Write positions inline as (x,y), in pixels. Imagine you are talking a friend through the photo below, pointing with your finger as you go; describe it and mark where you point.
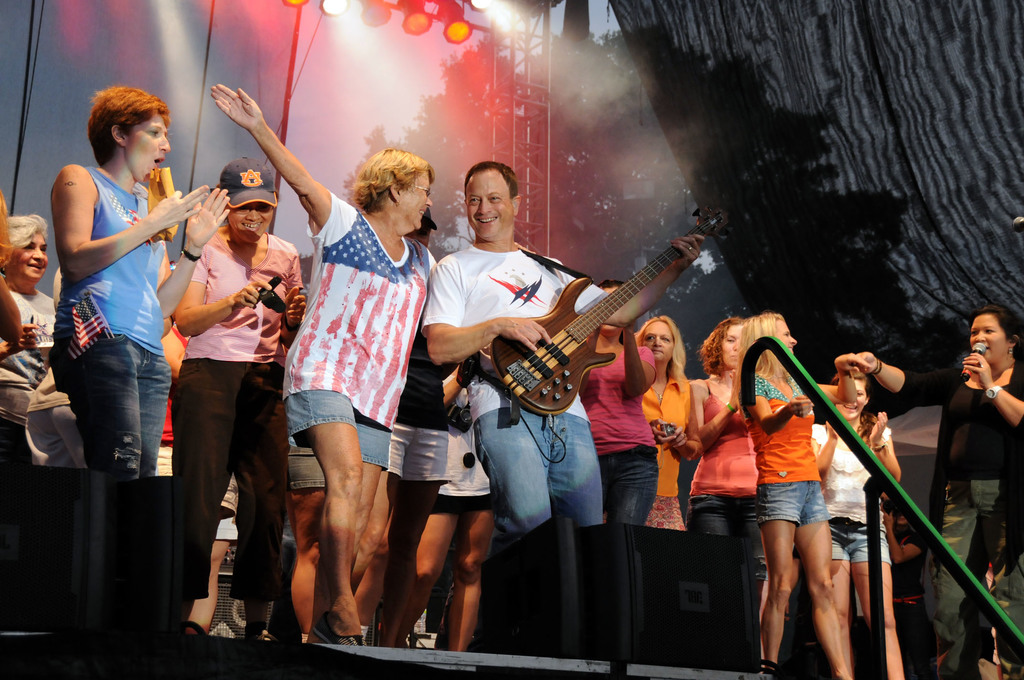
There are many people (329,400) standing. A person (511,330) wearing a white shirt (512,295) is holding a guitar (576,355). A lady (241,345) wearing a pink t shirt (227,334) is wearing a cap (229,188). In the background (366,41) there is a curtain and lights (378,17).
